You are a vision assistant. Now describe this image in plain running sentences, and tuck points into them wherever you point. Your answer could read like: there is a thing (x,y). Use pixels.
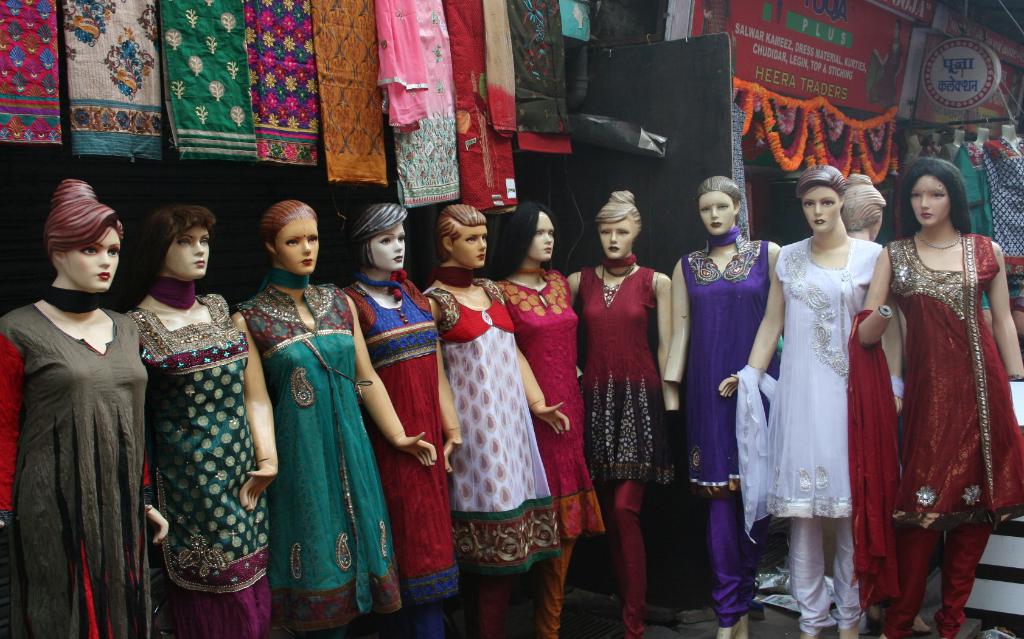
Here we can see women toys (412,285) dresses (273,296) with clothes (447,547) and there are clothes (112,10), door (710,53), garland (814,121), hoarding (754,19) and some other objects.
